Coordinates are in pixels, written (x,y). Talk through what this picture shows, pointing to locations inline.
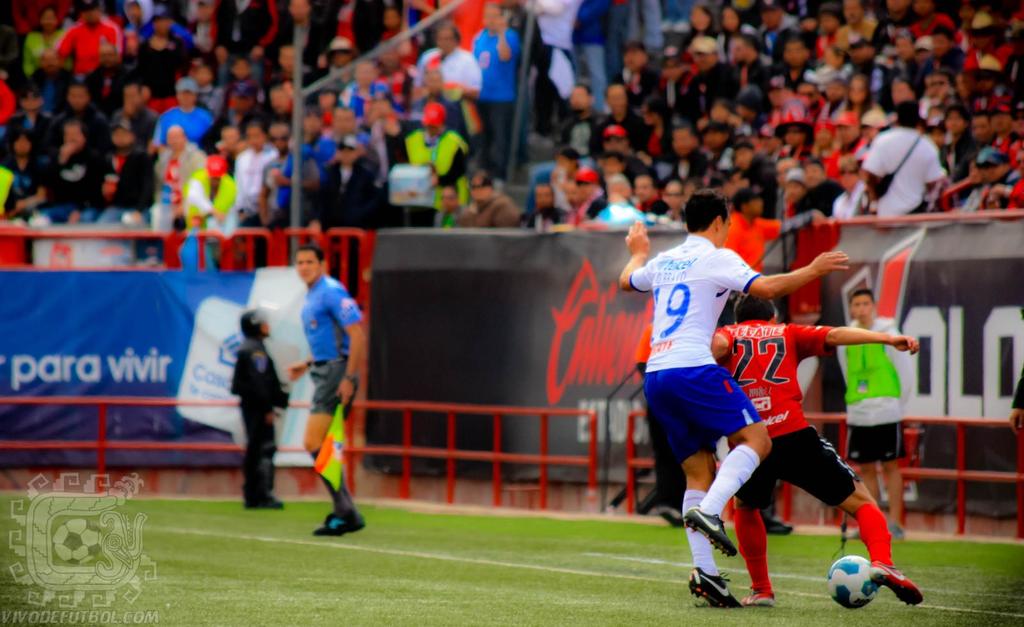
In this image i can see few persons (672,405) playing a foot ball (857,567) at the back ground (594,305) i can see a banner (549,280) and few persons (656,121) are sitting and standing.
